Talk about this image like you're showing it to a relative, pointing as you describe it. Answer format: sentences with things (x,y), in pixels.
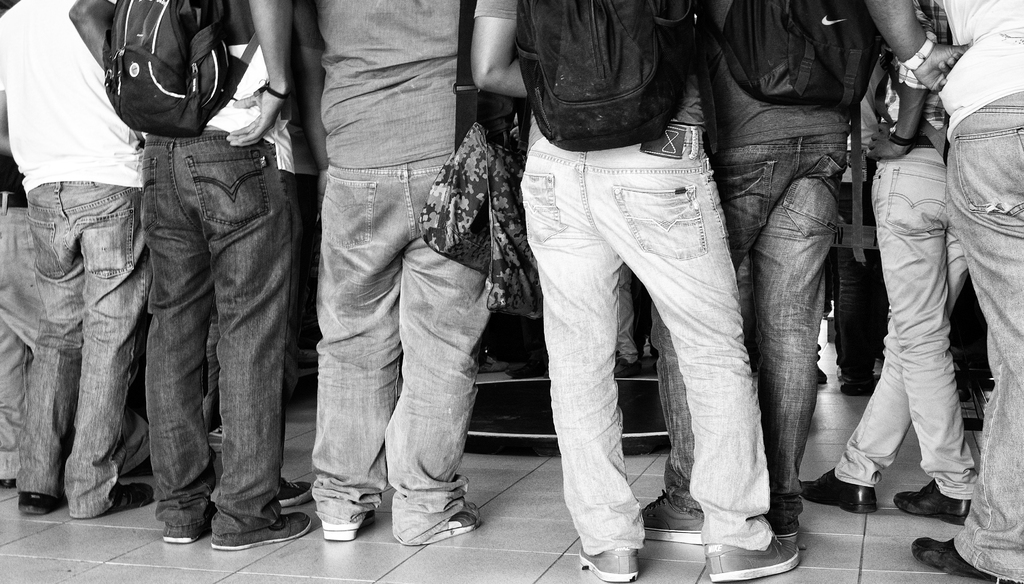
It looks like a black and white picture. We can see there are groups of people (551,249) standing on the path (13,497) and we can see the only person's legs (726,517).
